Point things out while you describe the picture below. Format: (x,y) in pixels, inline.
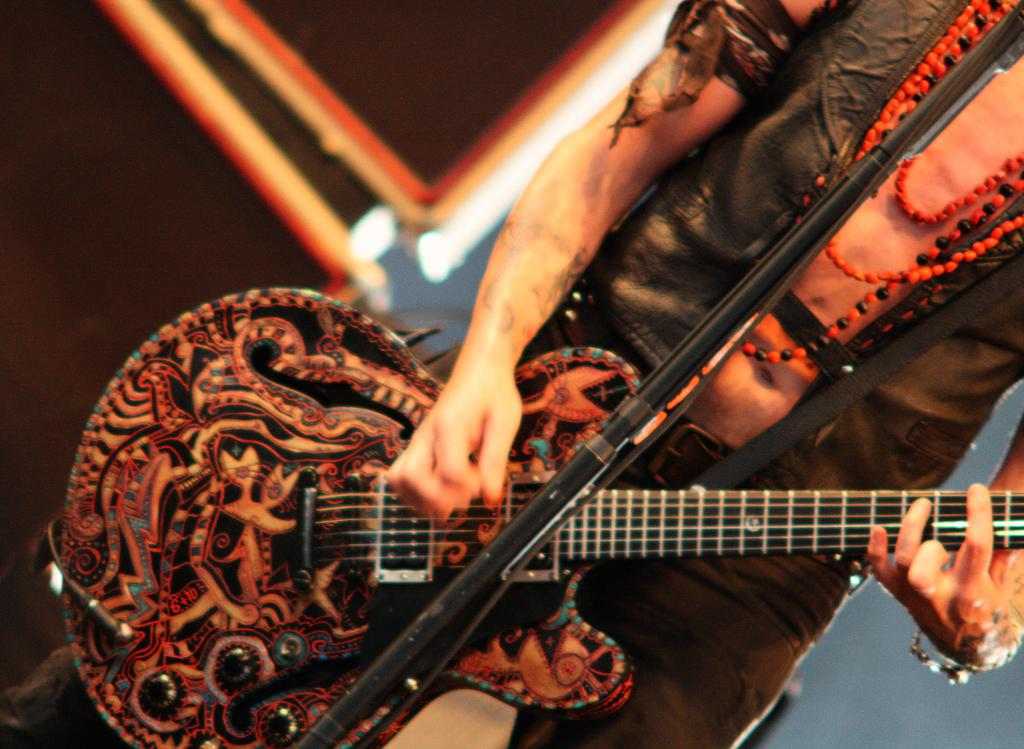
In this image we can see a person (805,452) playing a guitar (373,449) and there is a mic stand (462,611) in front of the person (927,170), there is a dark background (360,140).
